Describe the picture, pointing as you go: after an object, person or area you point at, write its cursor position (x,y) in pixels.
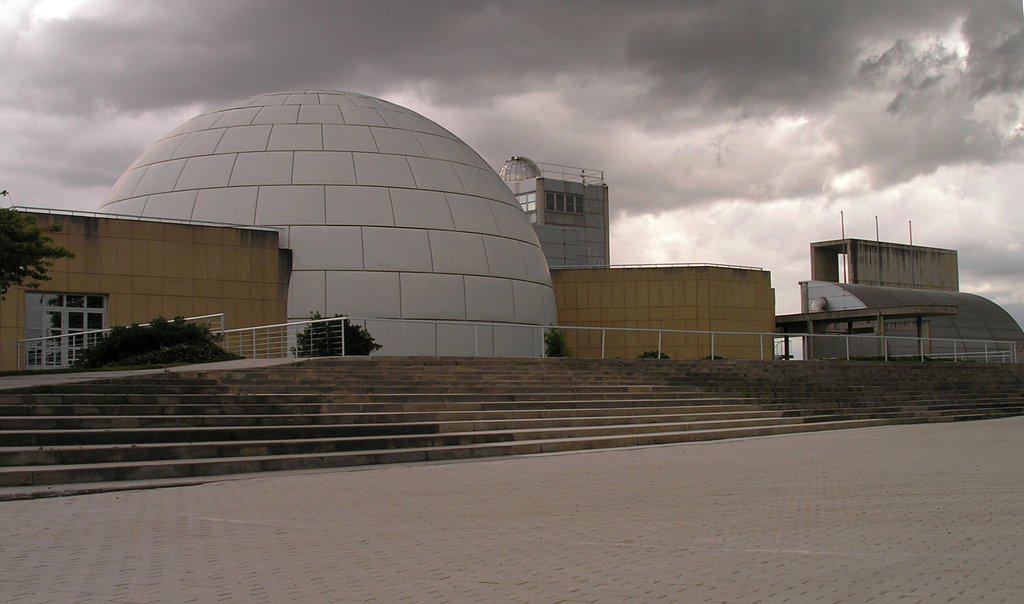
In this image in the center (569,386) there are stairs (441,396) and there are buildings (386,294) some plants (352,332), railing (365,332). At the bottom (201,516) there is a walkway (104,538), and at the top (382,61) the sky (559,90) is cloudy.
